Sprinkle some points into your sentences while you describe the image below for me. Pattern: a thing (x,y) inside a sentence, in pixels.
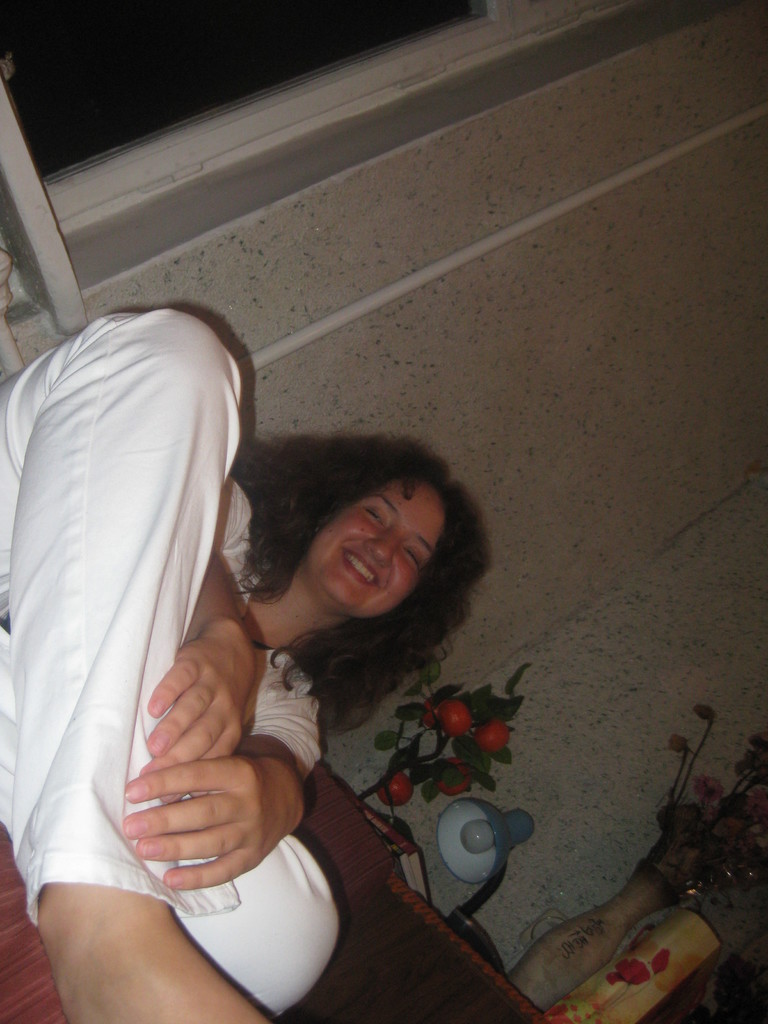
In this image there is a woman (130,642) sitting on the sofa (322,779) is having a smile (366,574) on her face (363,561), beside the woman (286,786) on the table (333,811) there is a lamp (449,824), plastic fruits (413,754) and two flower vase (601,937), behind there is a wall (303,288).
